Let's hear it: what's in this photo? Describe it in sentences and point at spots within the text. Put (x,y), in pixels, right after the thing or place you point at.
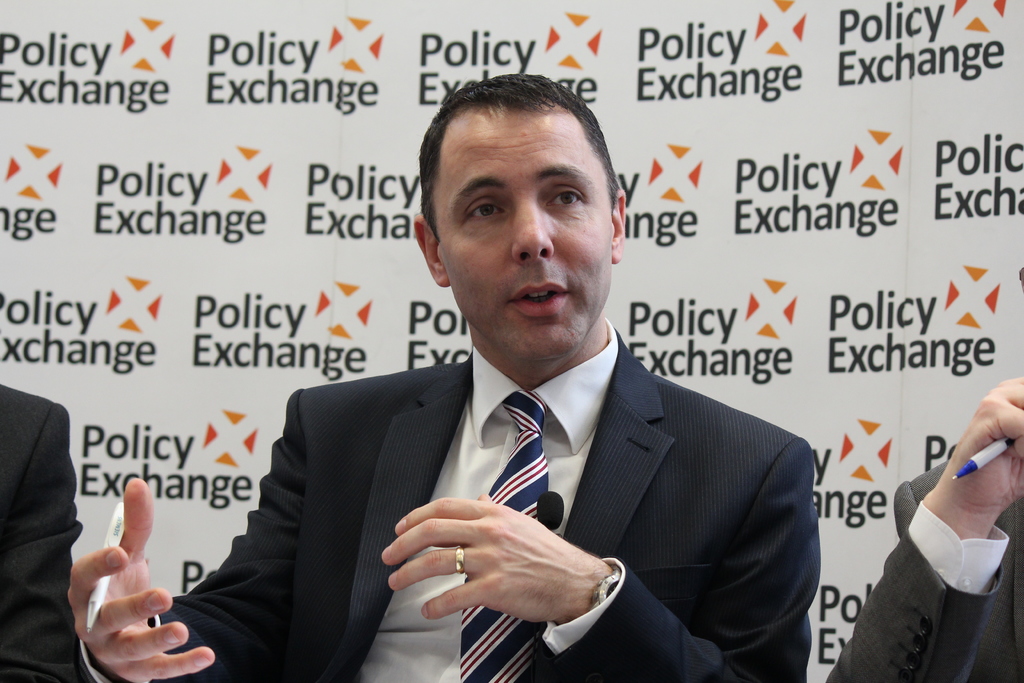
In this picture we can see three people (480,624) and a man (343,479) wore a blazer (335,544), tie (534,424), holding a pen (92,621) with his hand (87,593) and in the background (668,255) we can see a banner (376,137).
